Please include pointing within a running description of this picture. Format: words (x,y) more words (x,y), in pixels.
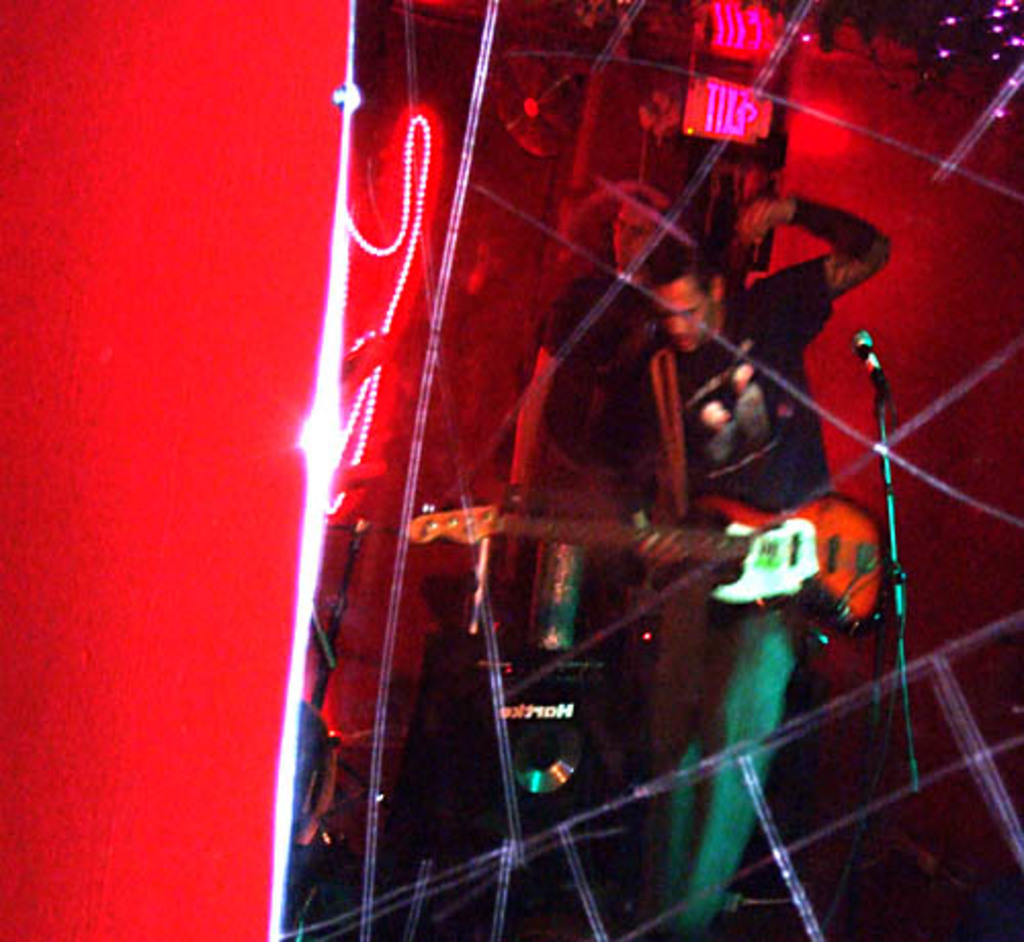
This picture is clicked in the musical concert. In the middle (677,318), we see a man (765,302) in the black T-shirt (727,317) is standing and he is holding a guitar (766,581) in his hands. Behind him, we see a man (642,375) is standing and he might be playing the musical instruments (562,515). At the top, we see the lights (748,51). In the background (380,377), we see a wall (274,354) in red color.
